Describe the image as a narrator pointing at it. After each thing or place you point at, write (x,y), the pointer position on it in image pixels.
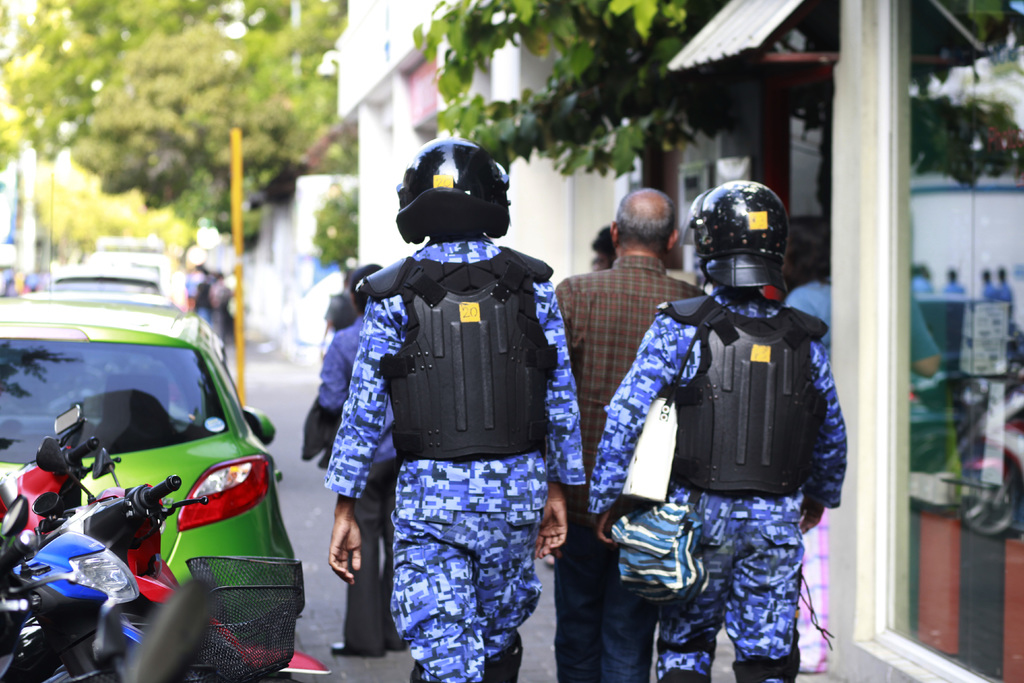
In the foreground of the picture (386,306) I can see two persons (456,299) and there is a helmet (783,230) on their head (783,230). They are wearing the similar dressing clothes (566,380) and they are wearing the safety shields (683,323). I can see the glass window (947,364) on the right side (964,159). I can see the motorcycles (139,572) and cars (133,241) on the left side (202,511). In the picture I can see a few persons (373,269) walking on the road (281,368). In the background (343,234), I can see a building (436,85) and trees (511,36).
